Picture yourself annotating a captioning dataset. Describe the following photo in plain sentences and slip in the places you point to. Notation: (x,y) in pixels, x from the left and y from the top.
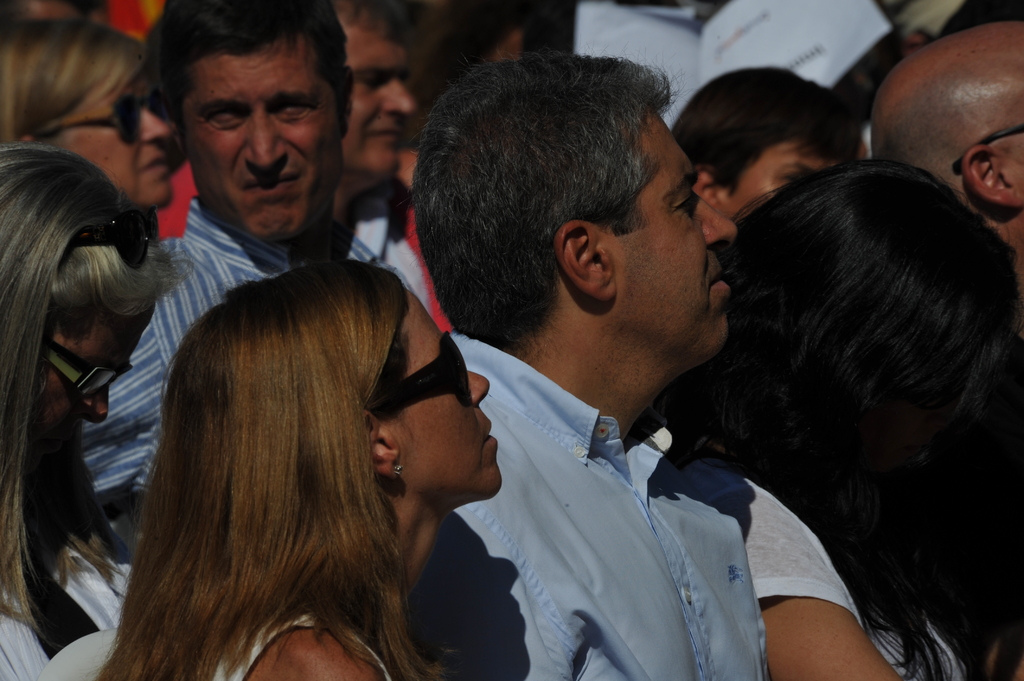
In this image a woman (405,459) is wearing spectacles (395,397). Beside there is a person (576,520) wearing a blue shirt (611,520). Left side (18,634) there is a woman (33,181) having goggles (84,375). Behind there are few persons (888,181).
